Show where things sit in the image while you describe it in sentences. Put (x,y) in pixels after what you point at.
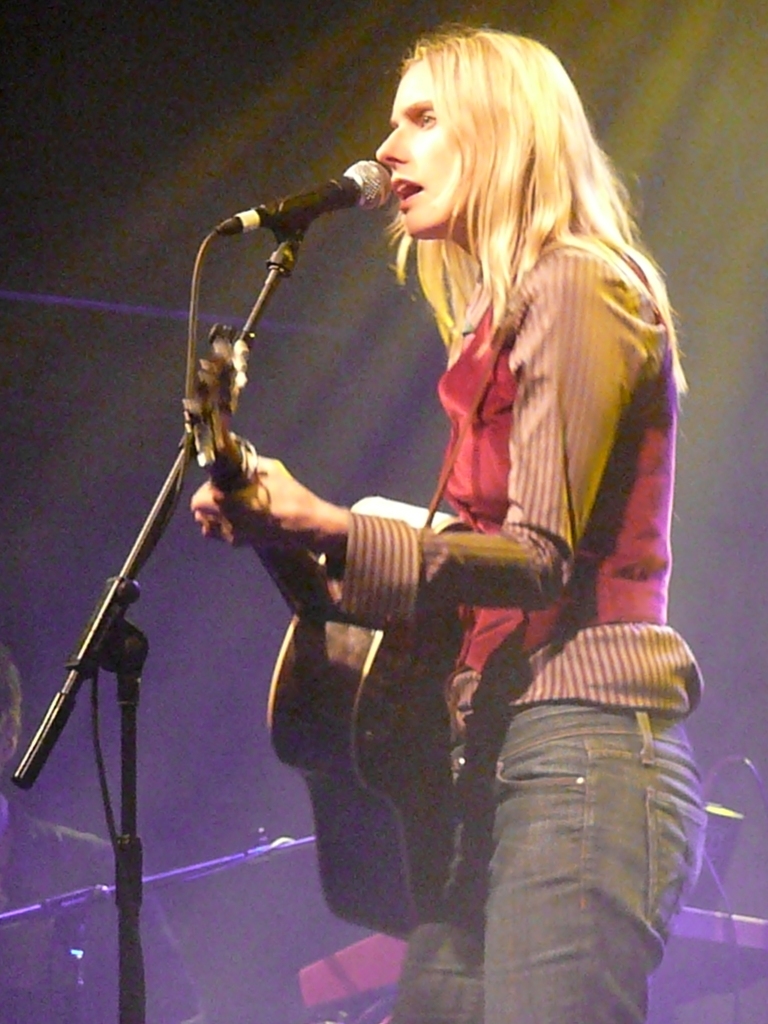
This is a picture of a woman (510,531) in red shirt (613,501) holding a guitar (369,635) and singing a song in front of the woman (394,191) there is a microphone (283,220) with stand (112,653). Behind the woman (443,539) there are some music systems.
